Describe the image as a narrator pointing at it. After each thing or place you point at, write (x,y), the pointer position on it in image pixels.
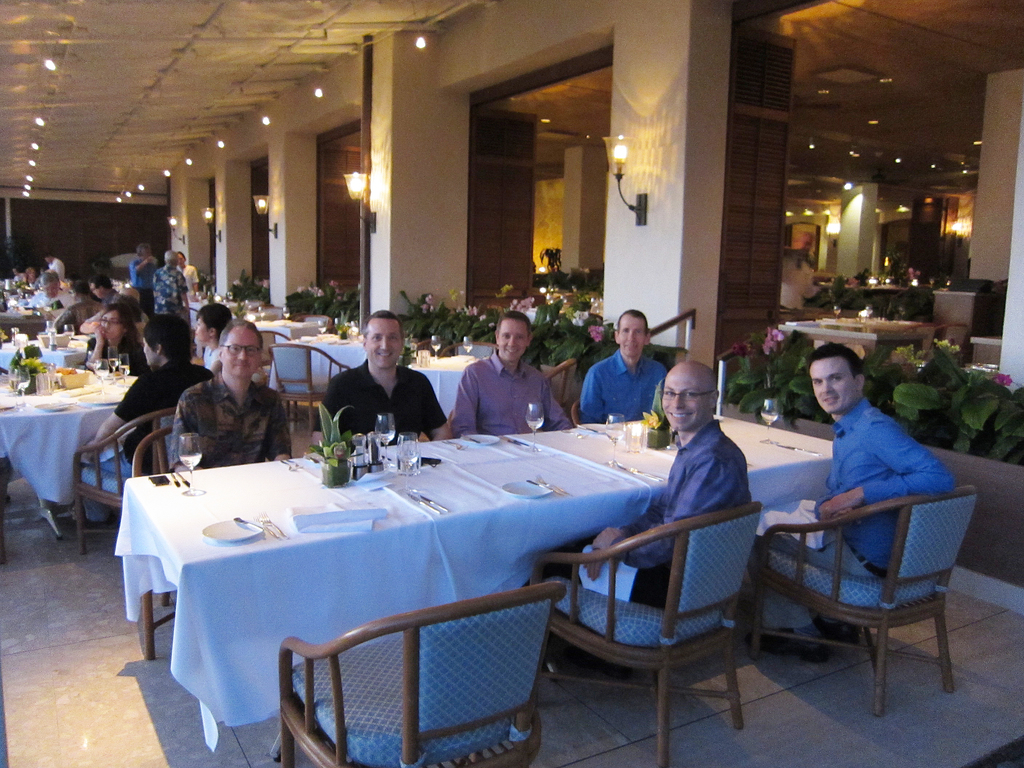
there are many tables (308,465) and chairs (309,372) placed in a room (139,598). on the table (580,504) there are glasses (384,446), plates (242,537). at the right (911,386) there are plants (973,395) and lights (624,150).
